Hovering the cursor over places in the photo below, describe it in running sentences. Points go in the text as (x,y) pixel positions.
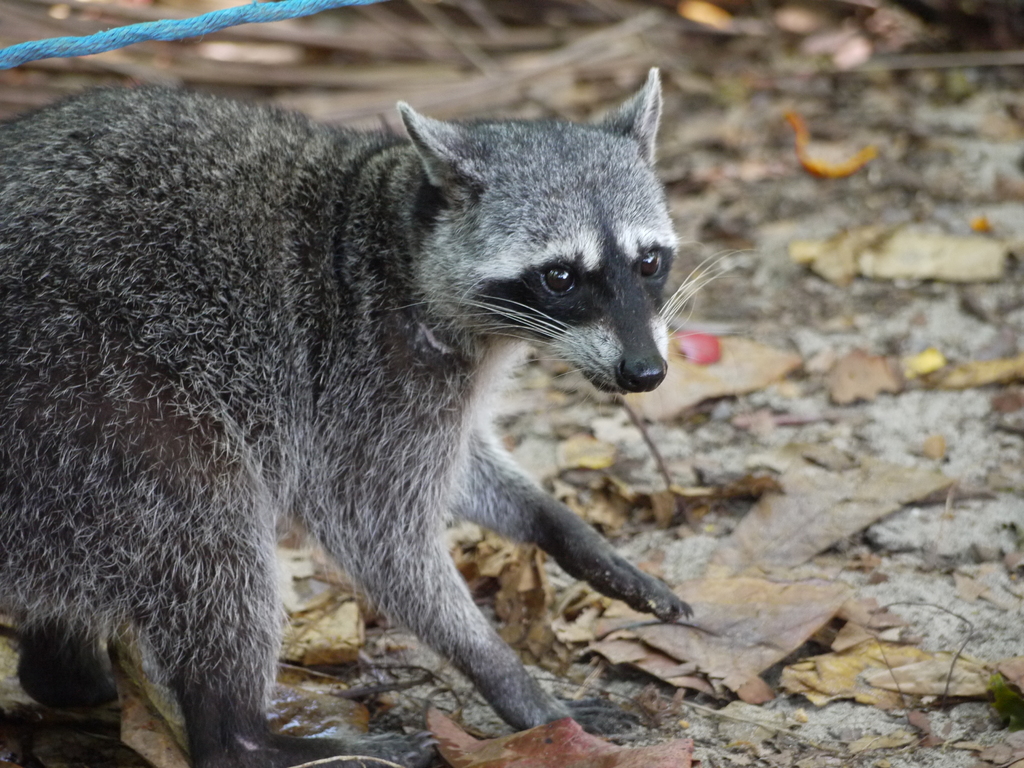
In this image I see a raccoon (406,239) over here which is of white, grey and black in color and I see the leaves (907,265) on the ground (753,400) and I see the blue color thing (94,35) over here and I see that it is blurred in the background (464,49).
